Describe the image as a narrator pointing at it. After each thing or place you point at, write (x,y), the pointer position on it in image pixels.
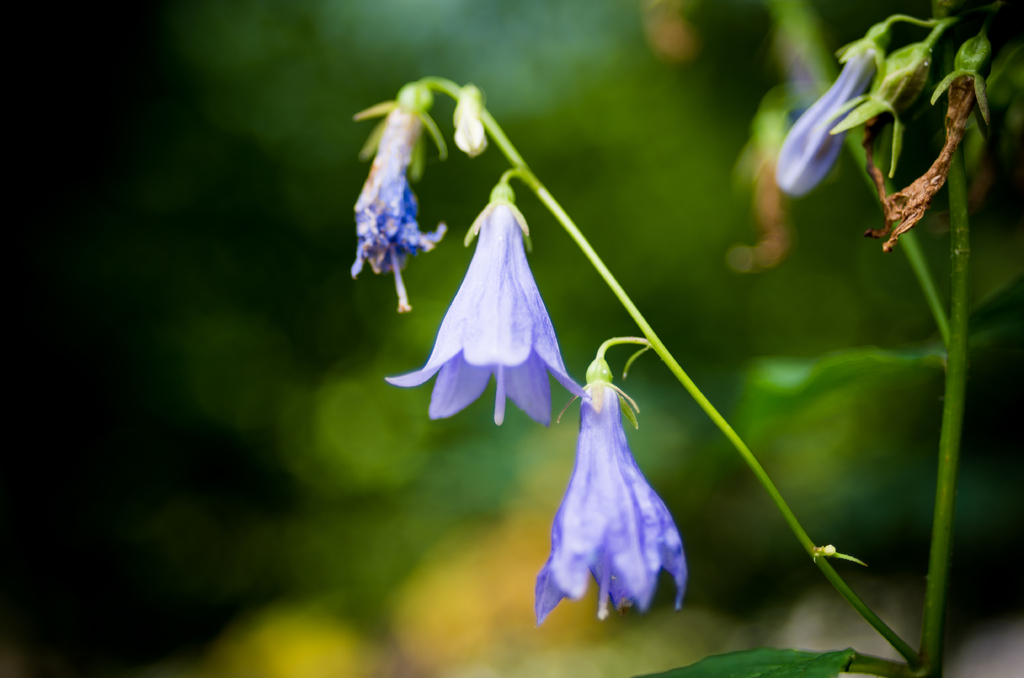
In the picture I can see the flowering plant (942,591) on the right side (852,350).
